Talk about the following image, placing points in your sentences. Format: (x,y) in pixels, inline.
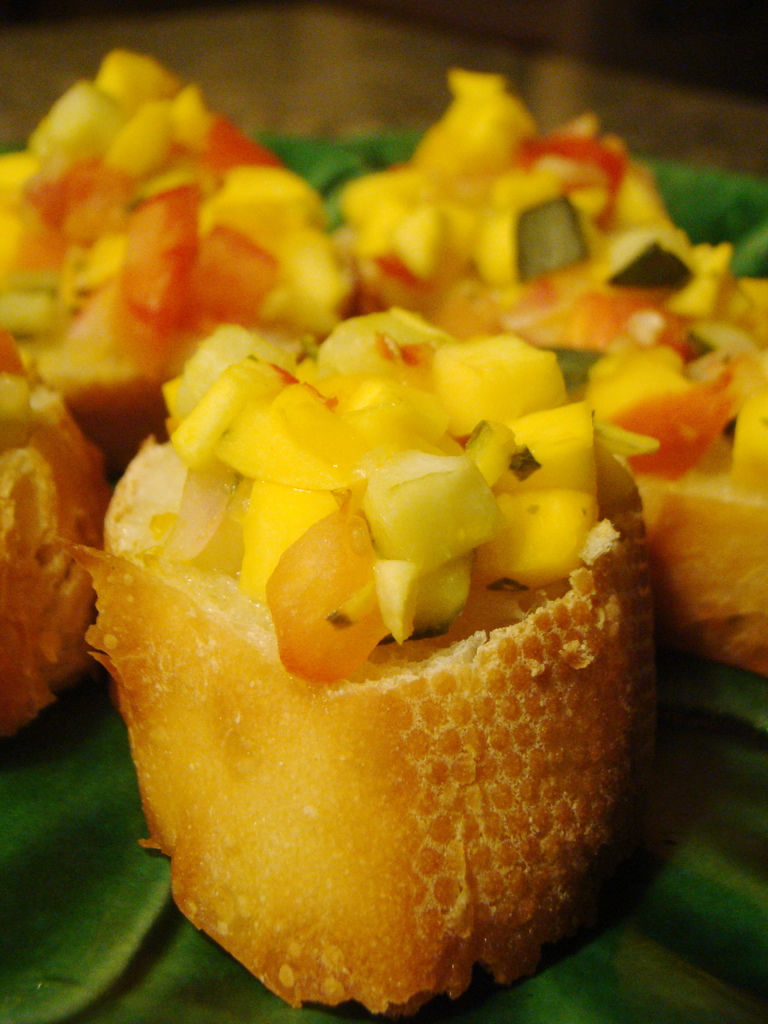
In the image we can see a leaf (697,834), on the leaf (724,857) there are eatable items (332,433).
